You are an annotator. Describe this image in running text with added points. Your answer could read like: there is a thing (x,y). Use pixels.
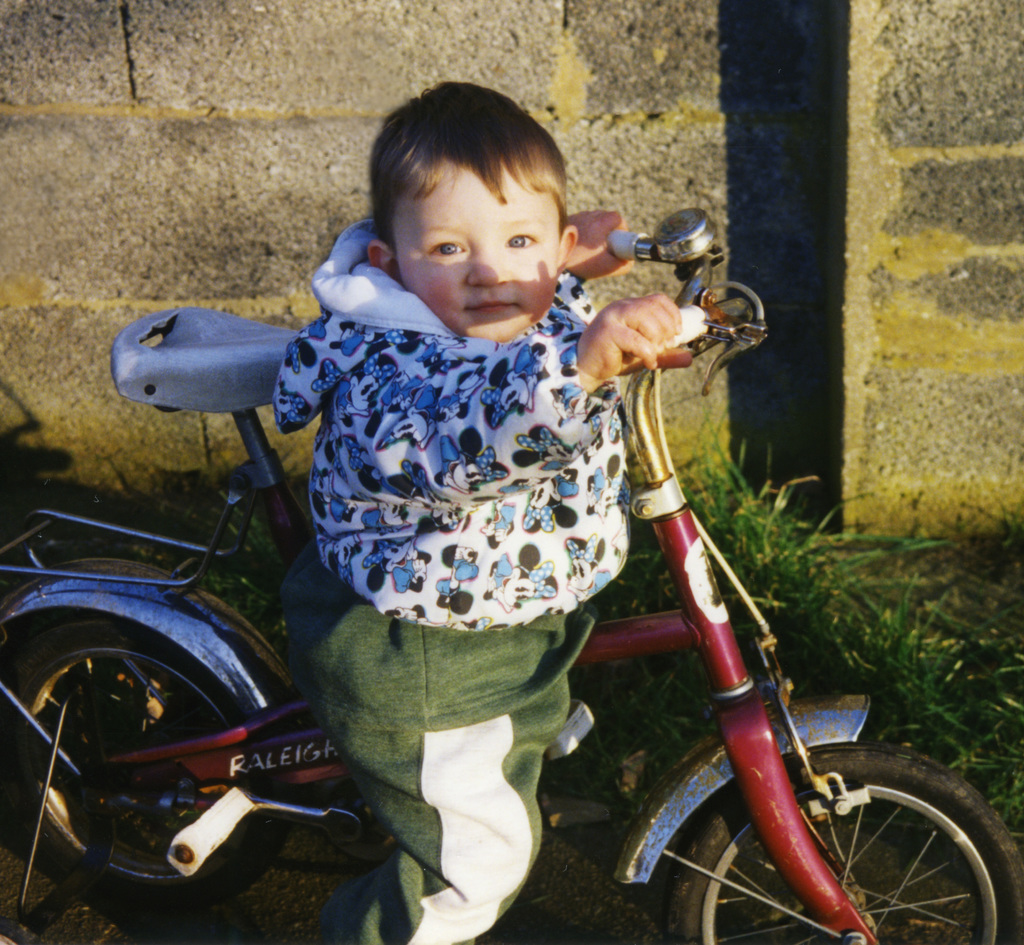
In the image there is a baby (459,481) on a cycle (803,845), the floor (531,926) is of grass (851,571) and the background (319,25) there is brick wall (325,75).
